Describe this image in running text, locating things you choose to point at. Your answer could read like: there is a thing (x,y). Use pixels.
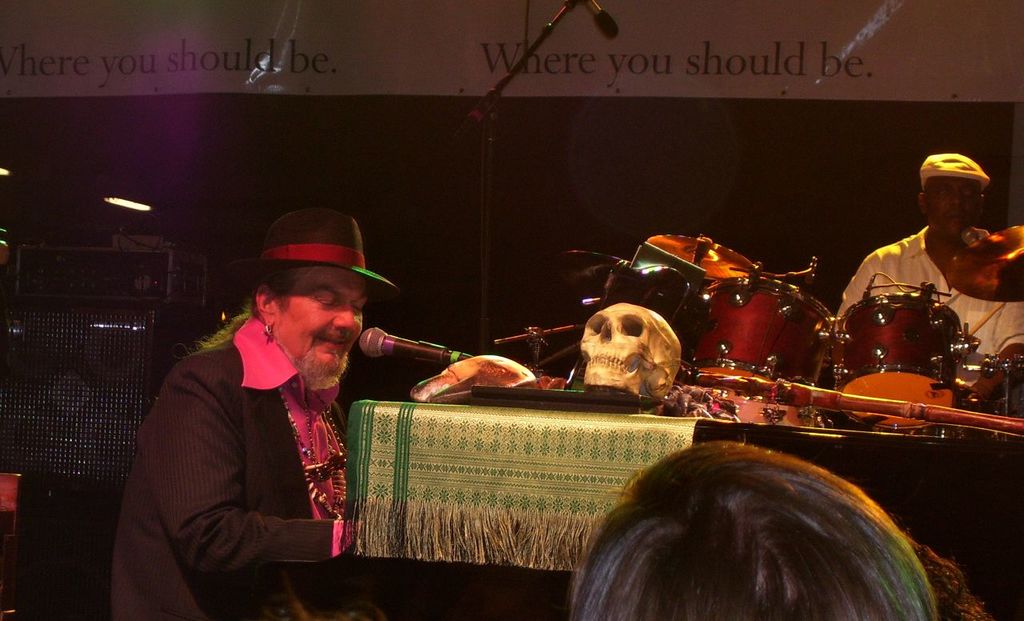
In this image i can see two man (258,329), the man (258,374) sitting at the left (174,422) is singing in front a micro phone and the man (920,239) sitting at right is playing a musical instrument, at the back ground (830,92) i can see a banner (844,97).
